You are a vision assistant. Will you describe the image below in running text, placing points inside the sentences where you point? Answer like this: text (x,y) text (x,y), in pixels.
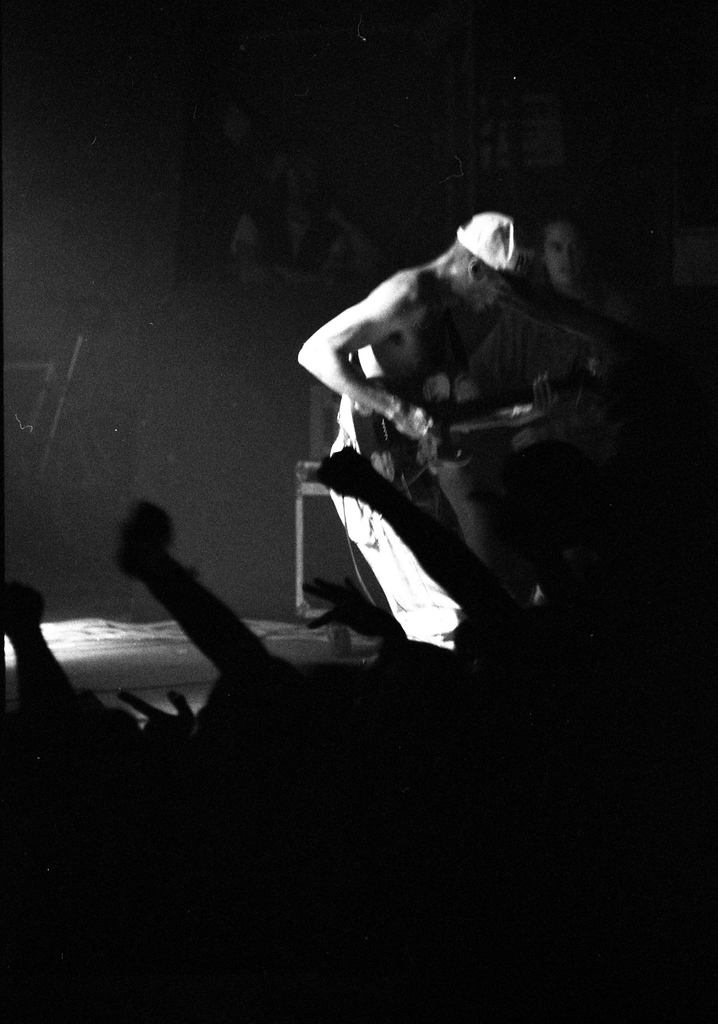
This is a black and white image, in this image there is a person (507,222) standing on a stage (171,642).
